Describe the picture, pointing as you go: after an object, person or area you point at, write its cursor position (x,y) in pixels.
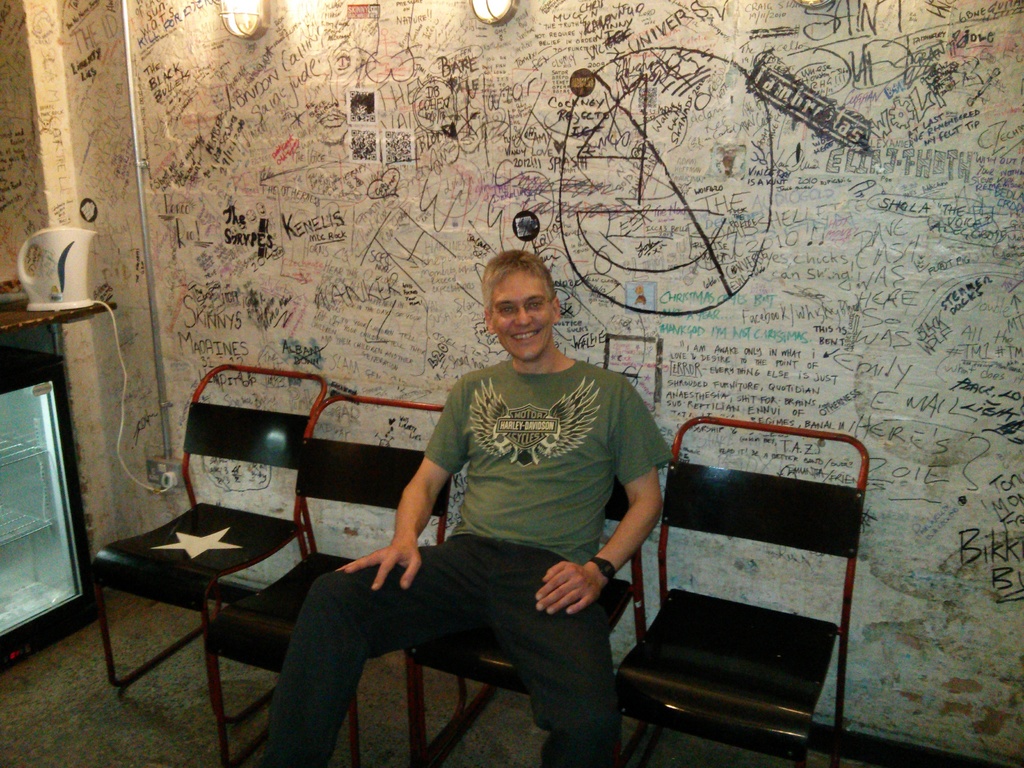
This picture shows a man (552,524) sitting in the chair (424,648). There are four chairs (759,645) here. In the background (363,168), there is a wall (368,204) and some lights (235,30) here. The man (489,273) is smiling.
